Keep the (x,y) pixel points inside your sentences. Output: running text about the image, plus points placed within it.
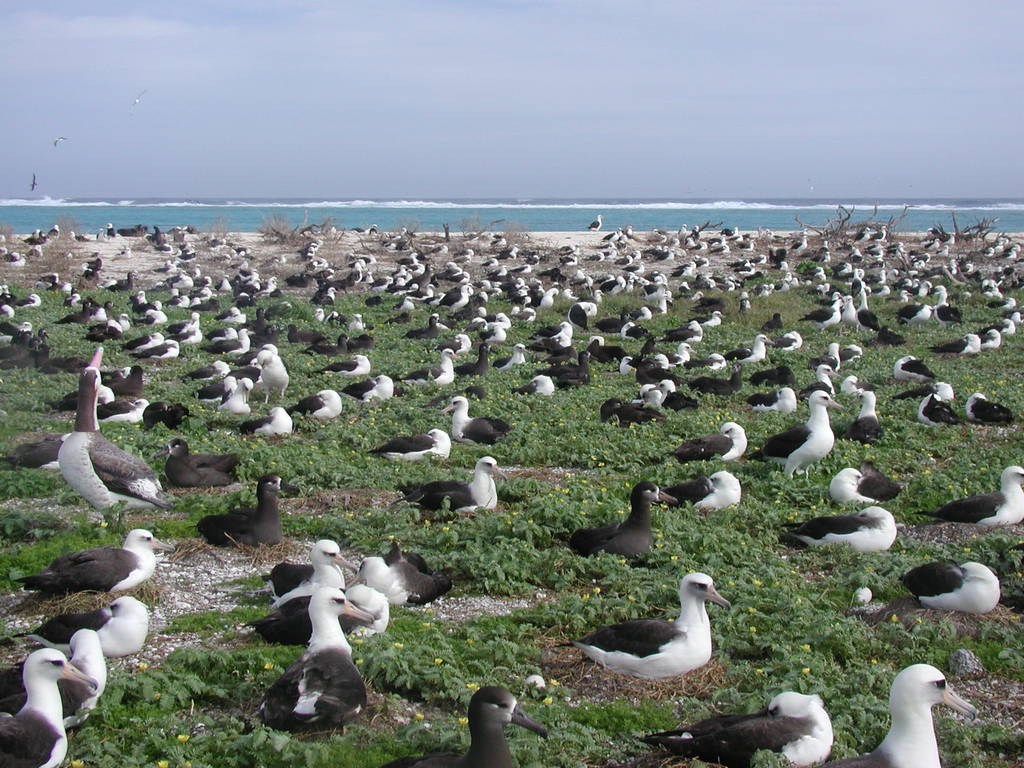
This is an outside view. Here I can see many birds (108,587) on the ground (289,553). Along with the birds (595,649) there are plants (579,476). In the background (380,214) there is a sea (388,219). At the top of the image (441,85) I can see the sky (434,89).
